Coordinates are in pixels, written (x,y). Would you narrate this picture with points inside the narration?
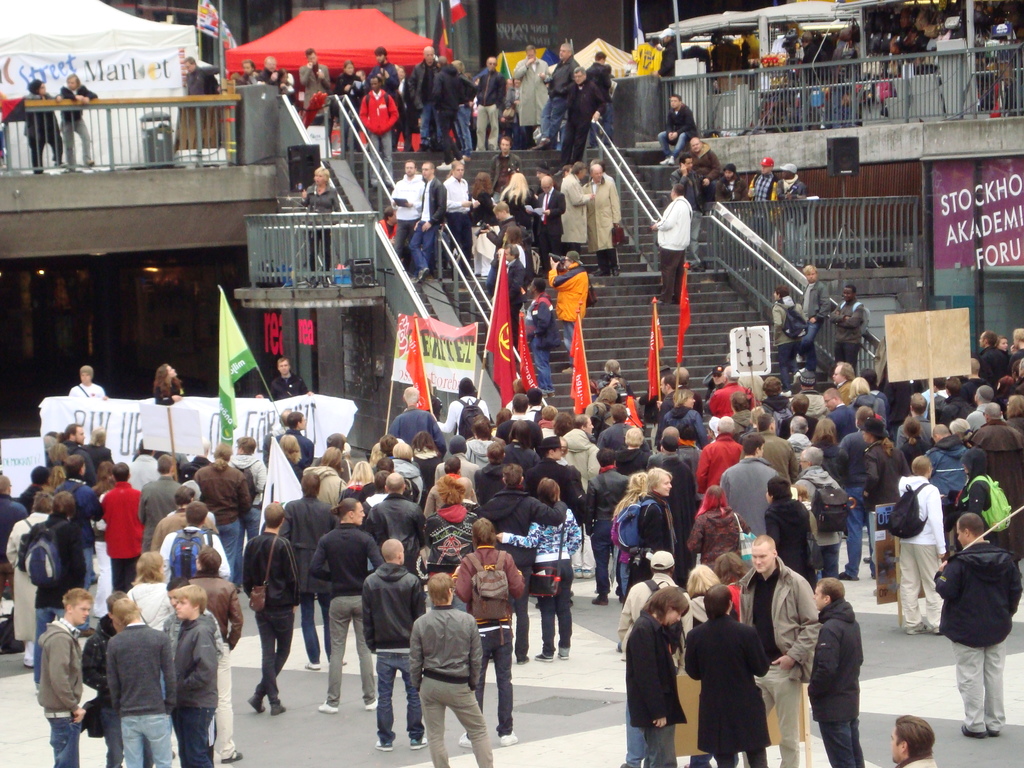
In this image I can see number of people (410,237) are standing. I can also see stairs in the centre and on the both side of it I can see number of boards (991,180). On these boards (65,71) I can see something is written. I can also see number of flags (684,285) in the front (445,344) and on the top side of this image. I can also see a red colour tent (351,16) on the top left side of this image (245,48).
